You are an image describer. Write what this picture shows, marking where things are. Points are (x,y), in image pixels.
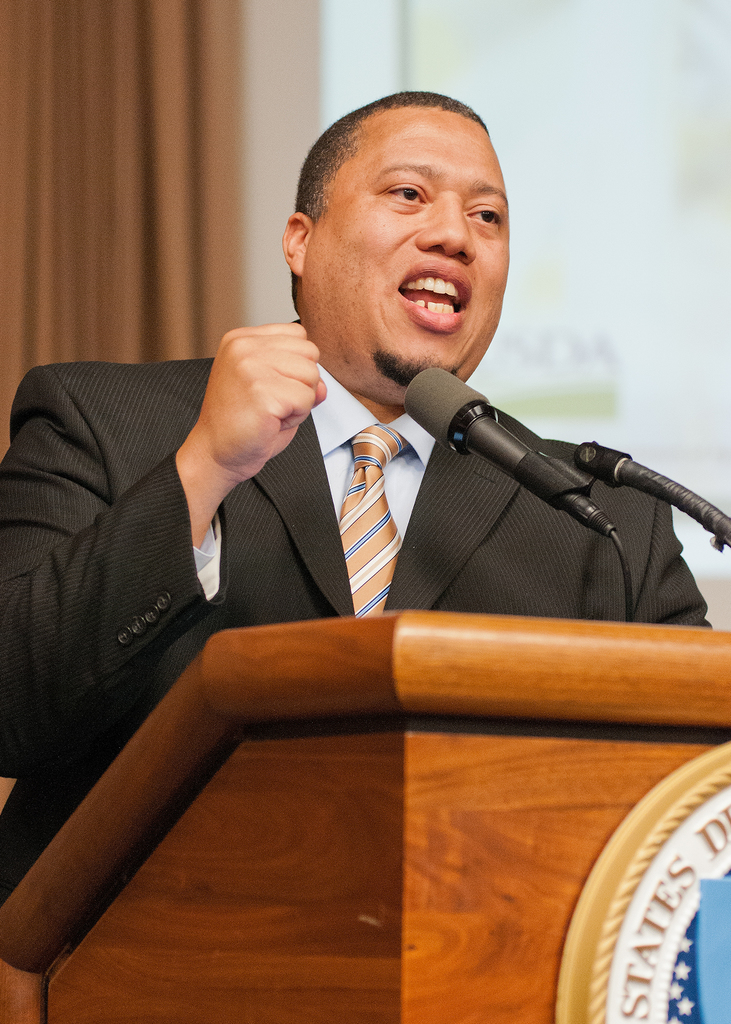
In this picture we can see a man (587,559) wore blazer (145,403), tie (384,434) and standing at podium (544,784) and talking on mics (440,423) and in the background (172,63) we can see a curtain (193,104).
